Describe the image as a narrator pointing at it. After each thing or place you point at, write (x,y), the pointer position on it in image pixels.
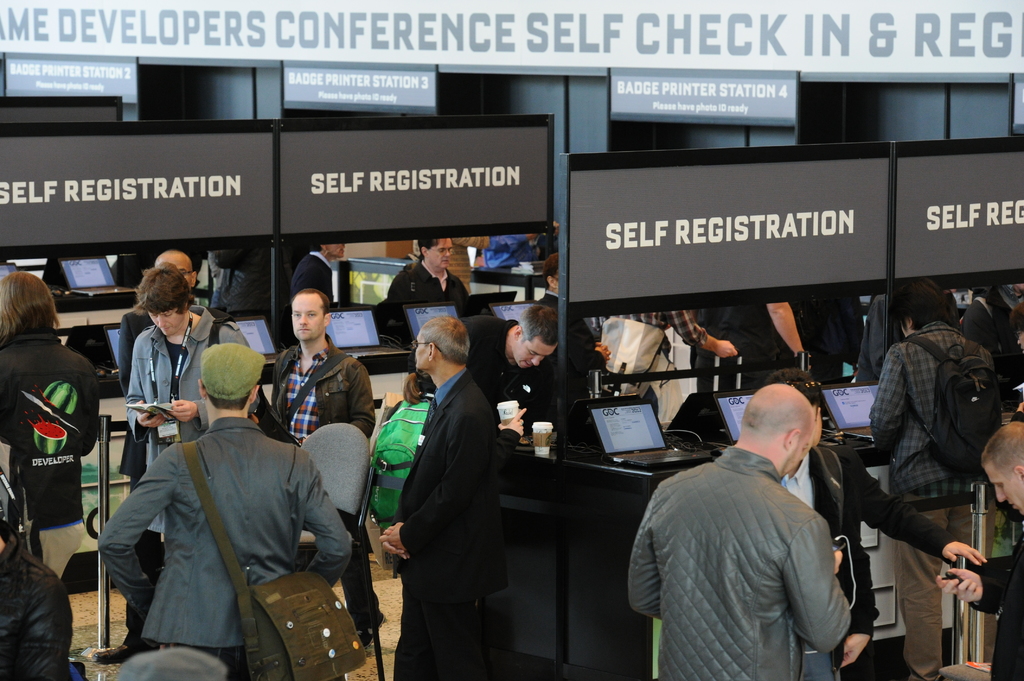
Here we can see people (28,505) and an information boards (456,63). On these tables (400,366) there are laptops (715,416). Few people (497,454) wore jackets (756,551). This person (239,554) wore a bag (239,572). Here we can see chair (347,474). One person (420,389) wore a bag (411,446) and holding a cup (514,411). These are rods (978,545).
